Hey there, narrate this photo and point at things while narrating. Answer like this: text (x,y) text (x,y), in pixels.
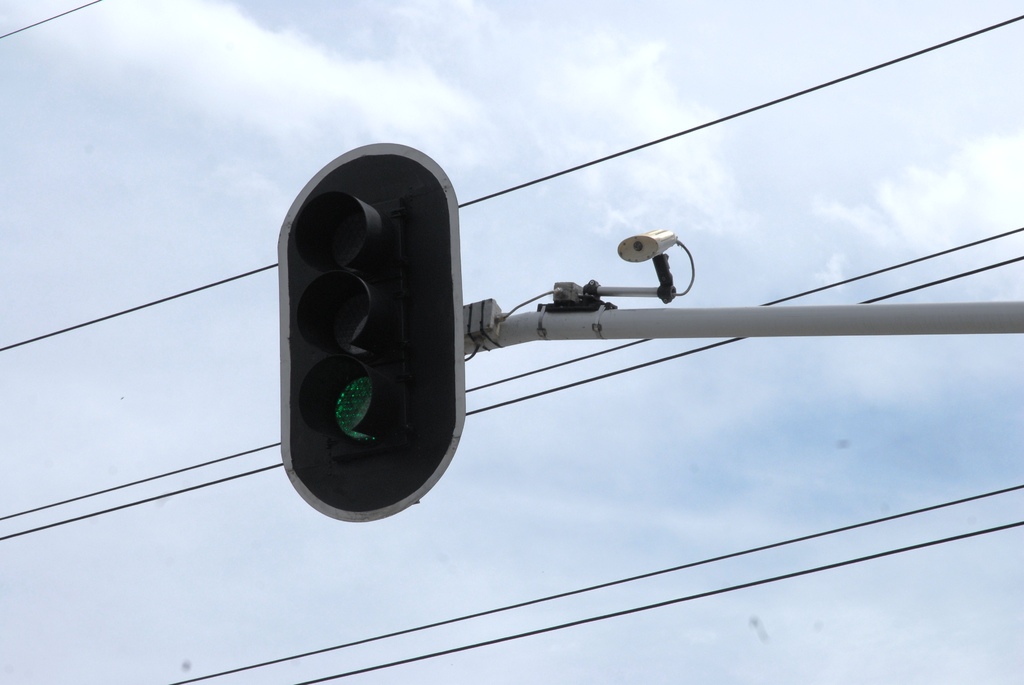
In this image we can see there is a traffic light (345,207) and camera (657,243) attached to the pole (900,327). And at the back (882,276) there are wires (682,566) and the sky (515,118).
